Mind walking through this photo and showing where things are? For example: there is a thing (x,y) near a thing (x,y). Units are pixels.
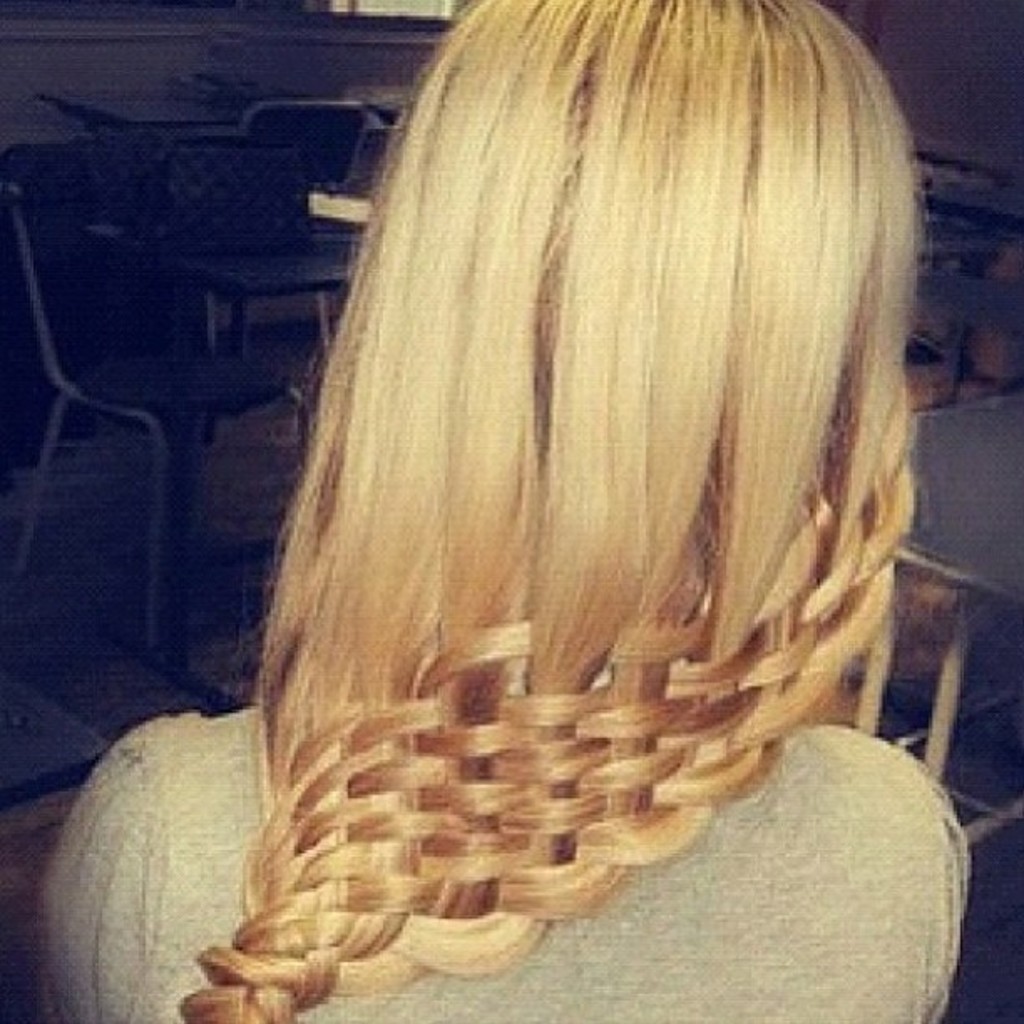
In this image I can see a person (734,833). In the background (44,205) I can see few tables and few chairs (352,146).
